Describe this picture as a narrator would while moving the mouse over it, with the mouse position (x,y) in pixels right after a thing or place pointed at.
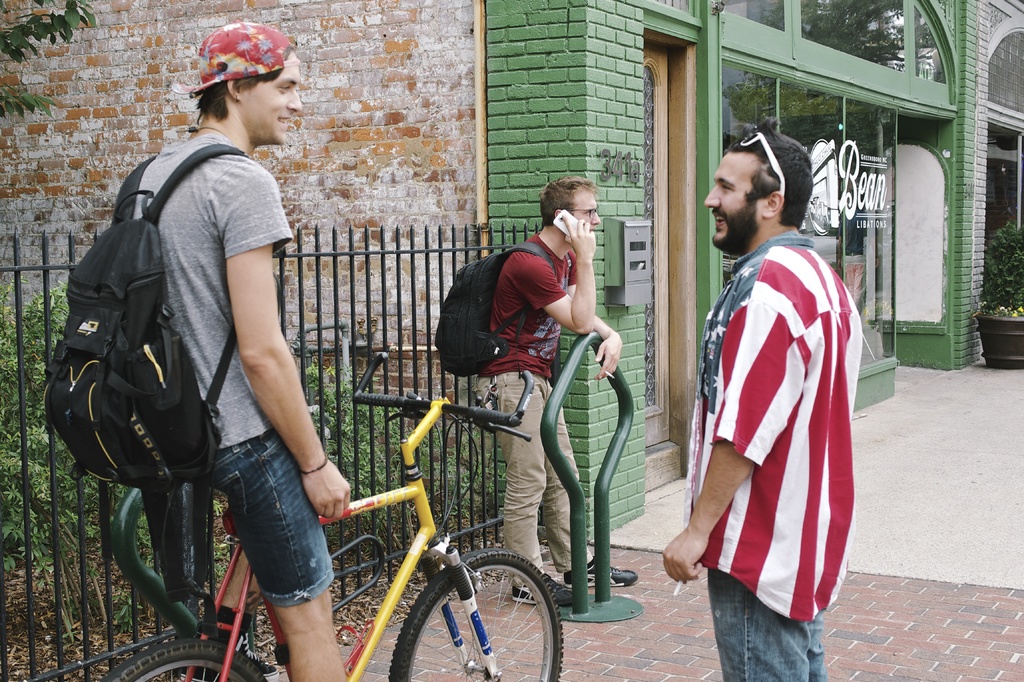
In this image I see 3 men (813,667), in which one of them is on the cycle (428,507) and he is wearing a bag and other two are on the path (625,670). I can also see these 2 men (187,155) are smiling. In the background (351,180) I see the fence (433,264), plants (1023,254) and the wall (371,300).
